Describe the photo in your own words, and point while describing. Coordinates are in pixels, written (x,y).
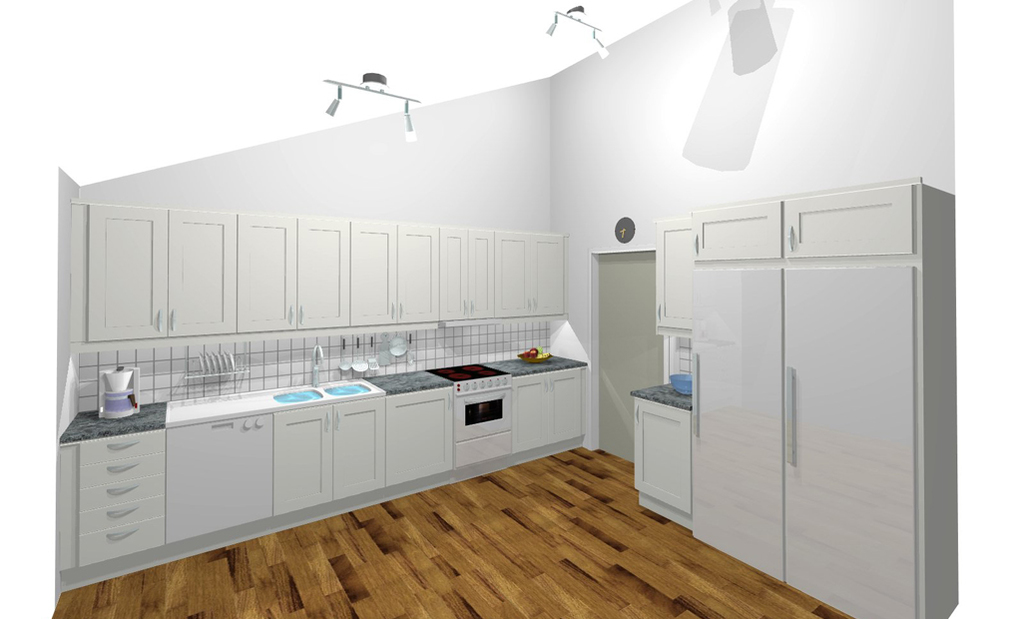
We can see floor (540,557) and cupboards (641,414). We can see objects (683,384) on shelf (674,400) and we can see sink (304,388) with tap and stove (466,373), under the stove (453,372) we can see oven (477,458). Under the shelf (651,394) we can see cupboards (362,443). We can see wall (441,355) and cupboards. At the top (331,113) we can see lights (600,32).
